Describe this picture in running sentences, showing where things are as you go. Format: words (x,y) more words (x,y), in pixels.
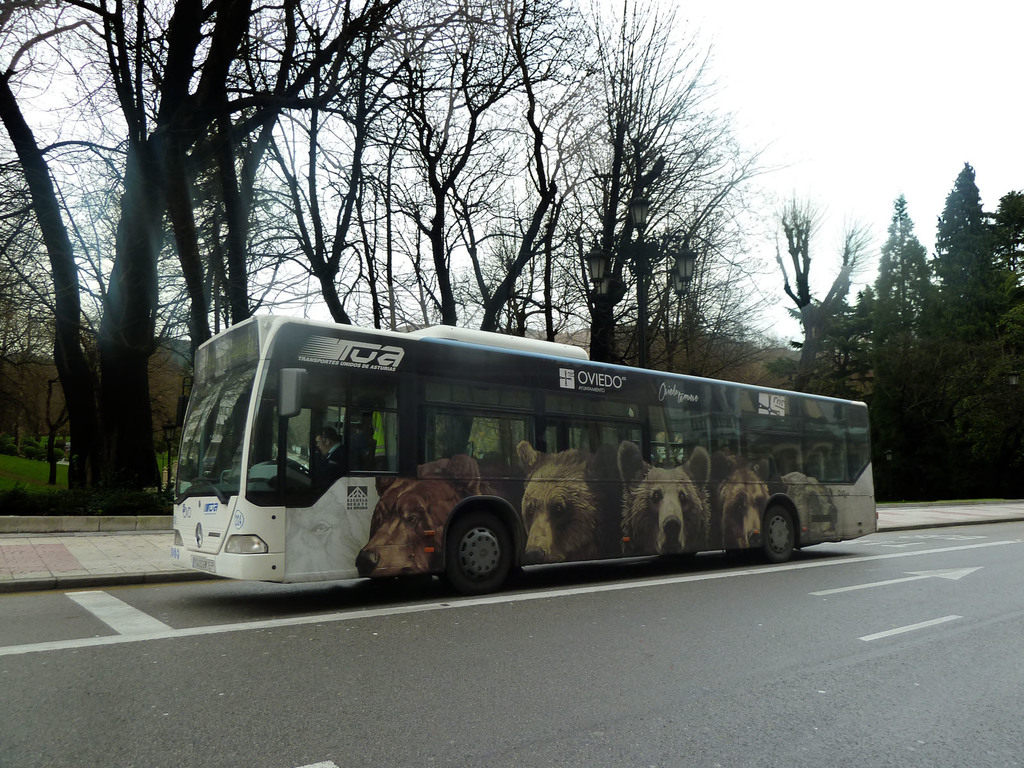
In this picture we can see vehicle (471,448) moving on the road (880,629), side we can see some trees (139,203), grass (2,471).
